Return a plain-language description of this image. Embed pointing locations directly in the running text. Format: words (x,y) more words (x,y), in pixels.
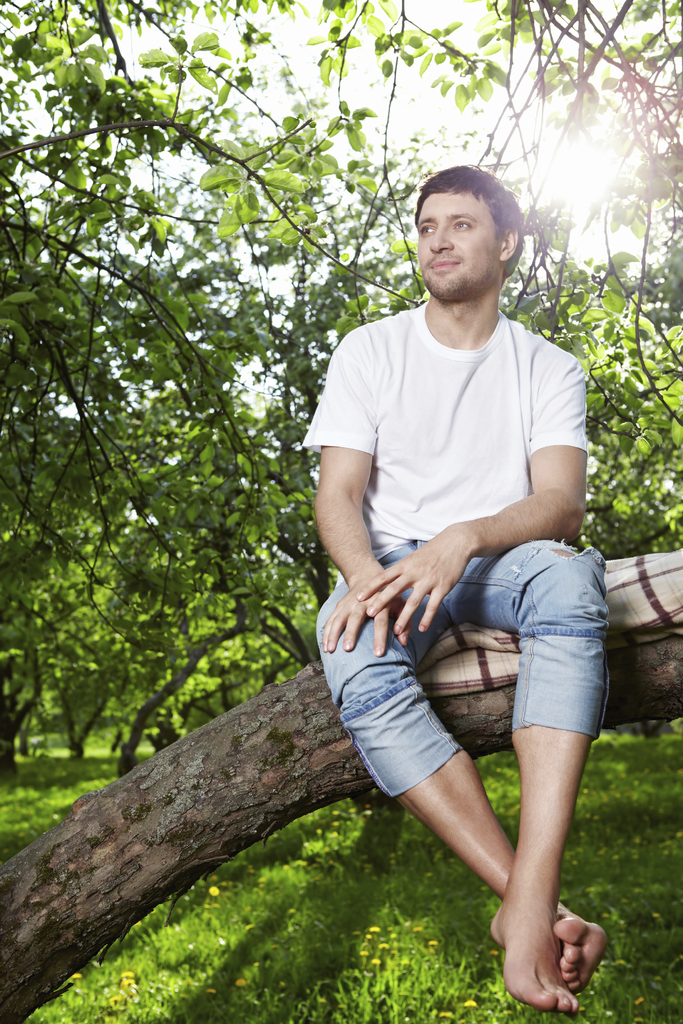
In this image we can see person (483,560) sitting on the tree trunk (492,742) and there is a cloth (617,572) under the person (585,615), in the background (296,468) there are few trees (230,351), and plants (327,933) at the bottom (327,933).
